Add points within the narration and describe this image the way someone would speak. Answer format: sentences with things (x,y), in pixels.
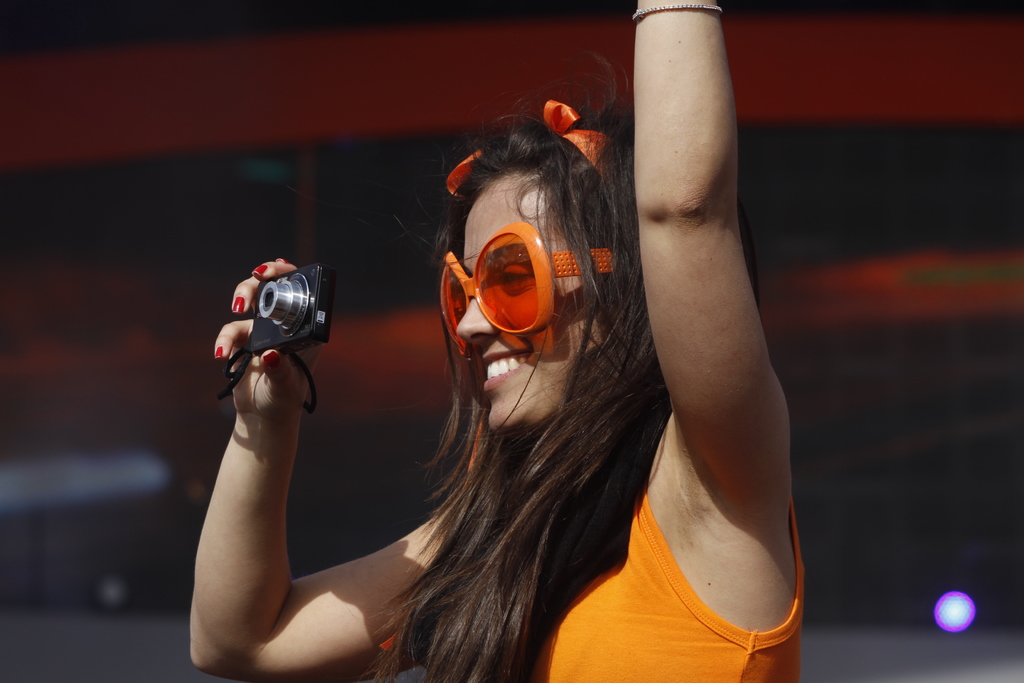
In this image I can see a woman (577,528) in orange top (609,641). I can also see she is wearing a orange shades (503,318) and also she is holding a camera (277,325) in her hand (253,368).
